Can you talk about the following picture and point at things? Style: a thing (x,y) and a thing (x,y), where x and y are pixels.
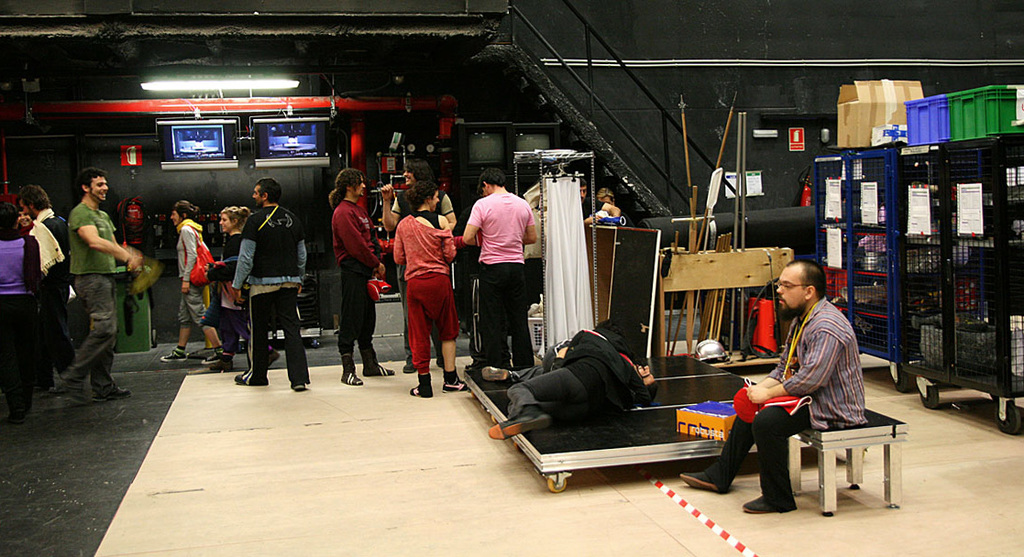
In this picture there are group of people (42,366) those who are standing on the left side of the image (19,214) and there is one person (517,396) who is lying in the center of the image (672,363) on a board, there is staircase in the center of the image (676,197) and there are two televisions (316,158) on the left side of the image (318,126), there are crates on the right side of the image (888,301).
